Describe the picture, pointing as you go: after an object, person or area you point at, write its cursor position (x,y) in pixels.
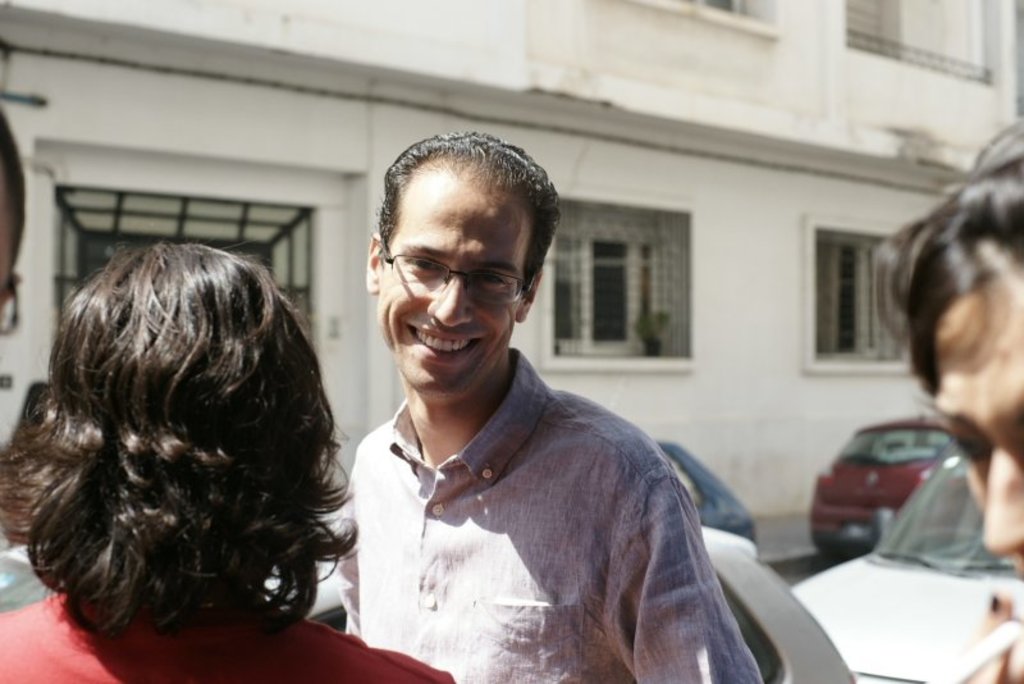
In this image, we can see people (89,310) standing and one of them (546,510) is wearing glasses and in the background (867,475), there are vehicles (838,471) on the road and we can see windows (635,232) to a building (533,150).
